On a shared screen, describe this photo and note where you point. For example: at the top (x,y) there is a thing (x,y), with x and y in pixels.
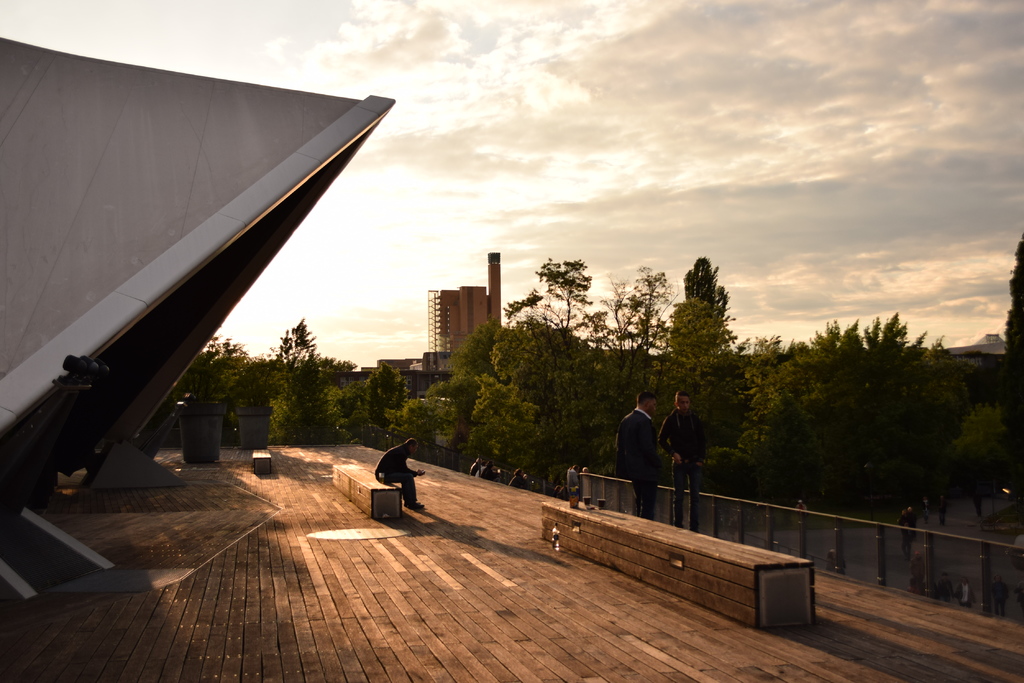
In this image, we can see people (526,479) and one of them is sitting on the bench (373,498). In the background (193,422), we can see a shed (124,418) and some benches (355,481) and there are large pots (202,412) and trees (679,353) and buildings (446,336) and there is a railing (839,549). At the bottom (226,588), there is wood (352,585) and at the top (560,71), there is sky (493,99).
